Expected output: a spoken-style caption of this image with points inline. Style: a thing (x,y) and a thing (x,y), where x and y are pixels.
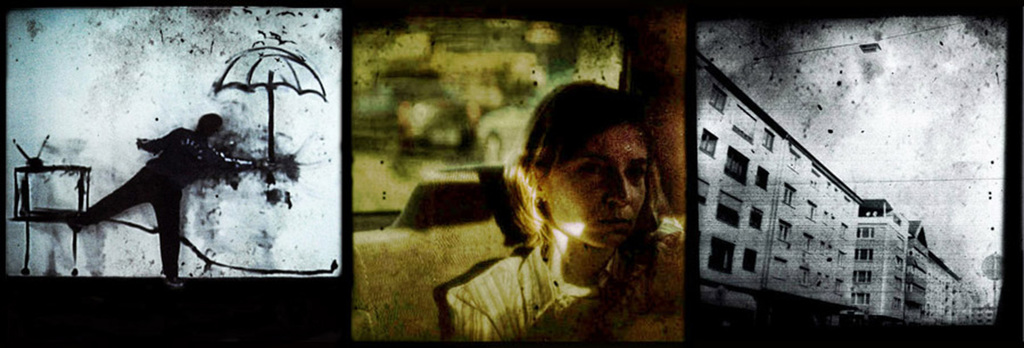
In this image I can see the collage picture in which I can see a person (165,179) is standing in front of the wall (121,118) and on the wall (118,116) I can see the painting (37,199) of an umbrella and a television (54,181). I can see a woman (582,228), a building (772,224) and the sky (867,114).
